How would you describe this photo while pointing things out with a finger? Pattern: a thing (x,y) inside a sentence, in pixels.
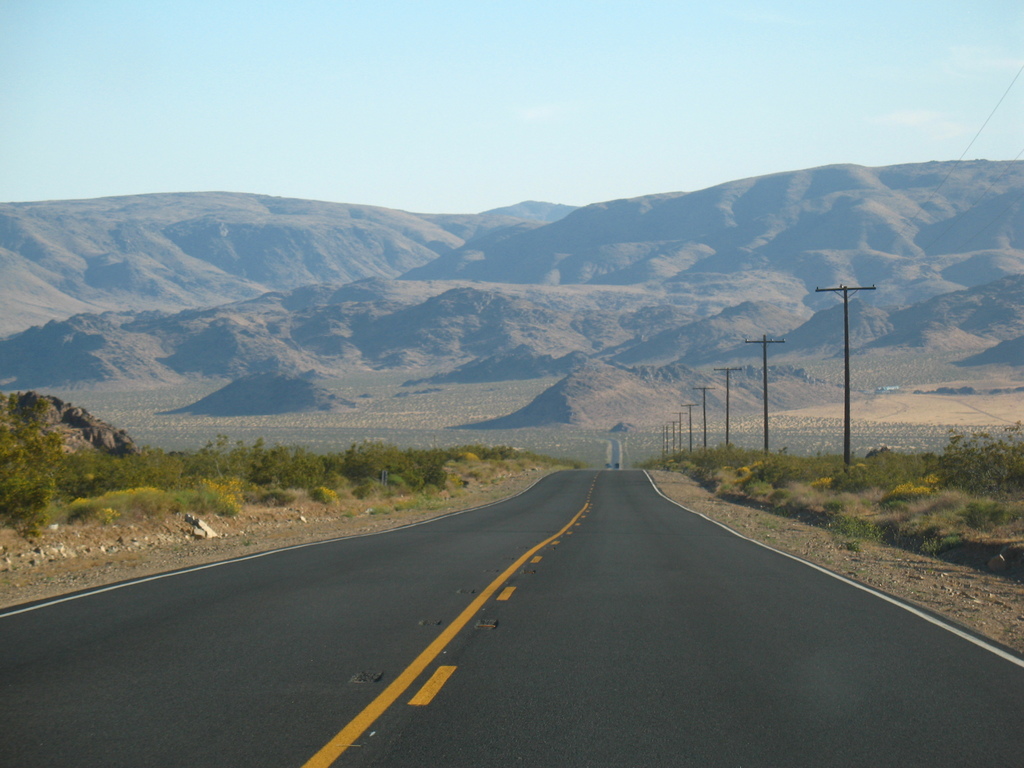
In the front of the image (330,598) we can see road (608,483), plants (891,471) and poles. In the background of the image (767,200) there is a hill (302,214) and sky (461,98).
